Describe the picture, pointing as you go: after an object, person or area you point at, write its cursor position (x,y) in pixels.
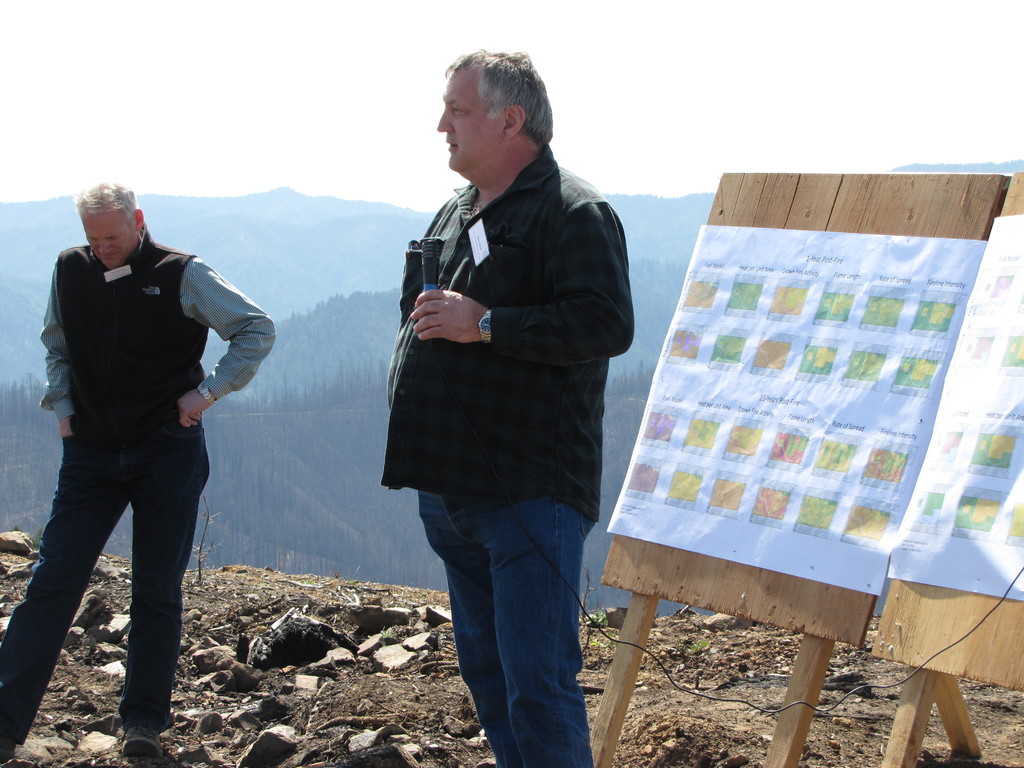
In this image on the right side (878,494) there are boards (922,548) with some text (914,546) on it and in the center (498,436) there are persons (244,347) standing. In the background (243,221) there are trees (340,401), there are mountains (306,264) and there are stones (287,670) on the ground (325,693).
